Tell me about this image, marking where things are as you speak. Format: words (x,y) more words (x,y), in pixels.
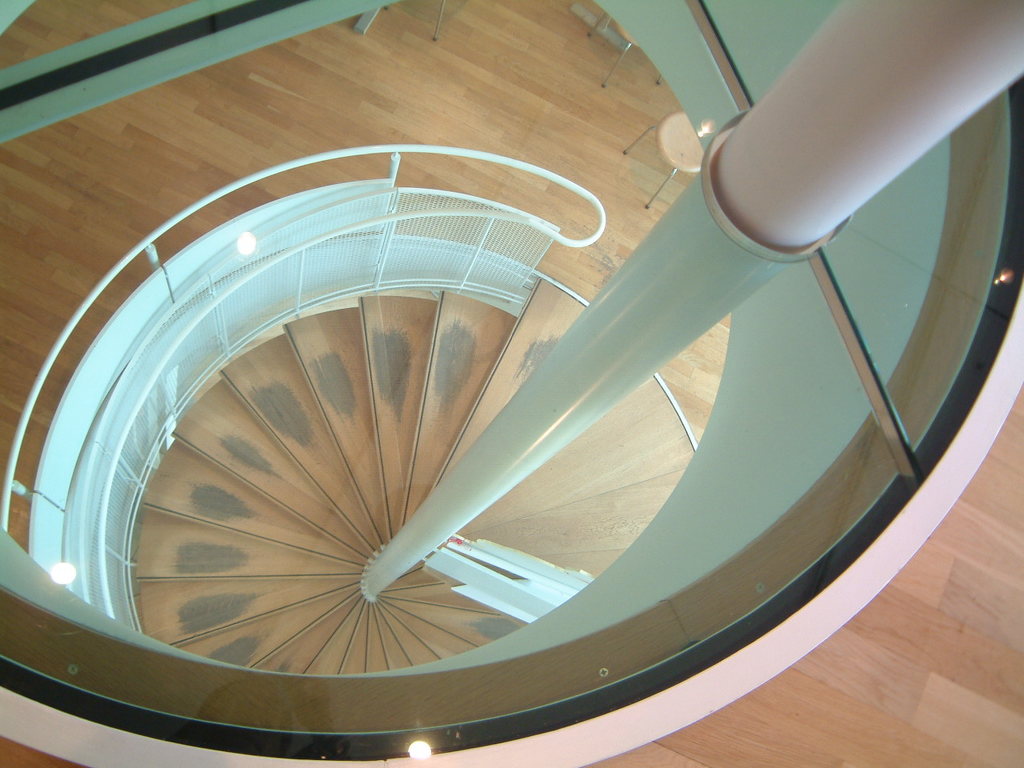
In this image, I can see the stairs (285,605) with handrail (335,280) and a pole (622,396). There are stools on the wooden floor (314,93).
